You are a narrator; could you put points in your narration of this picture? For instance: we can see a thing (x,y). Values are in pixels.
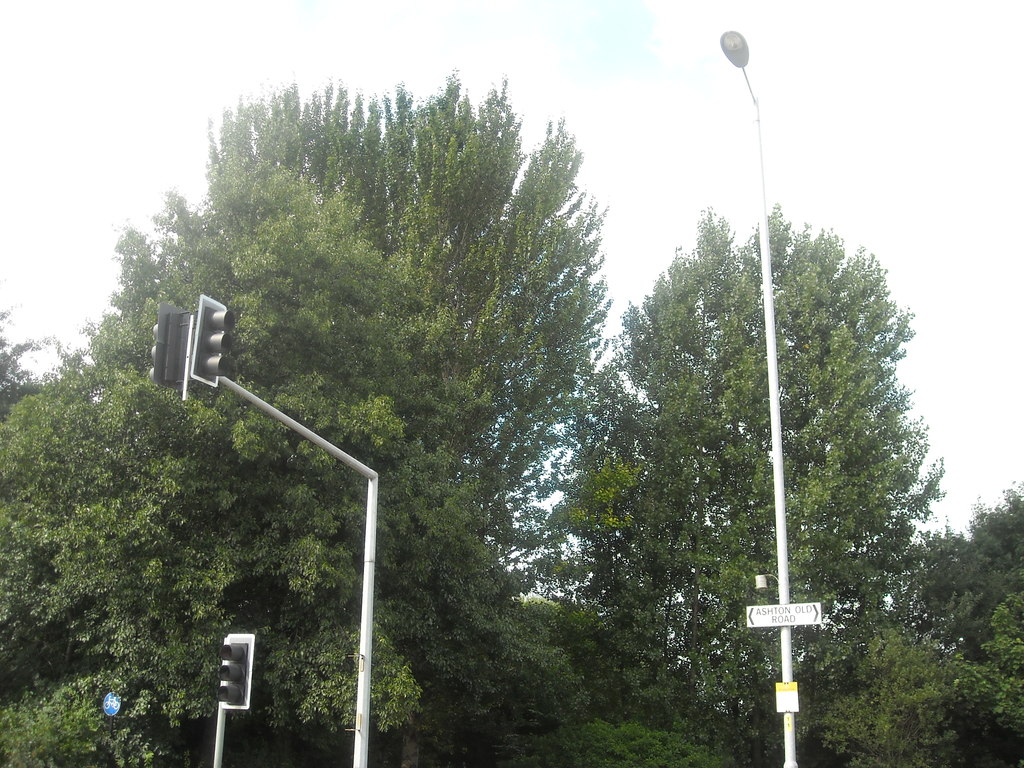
In this picture we can see two poles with traffic signals (243,669) and there is another pole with a board (782,623) and light (736,33). Behind the poles (373,601), there are trees (378,518) and the sky (496,9). In the bottom left corner of the image (106,708), there is a signboard (116,699).
